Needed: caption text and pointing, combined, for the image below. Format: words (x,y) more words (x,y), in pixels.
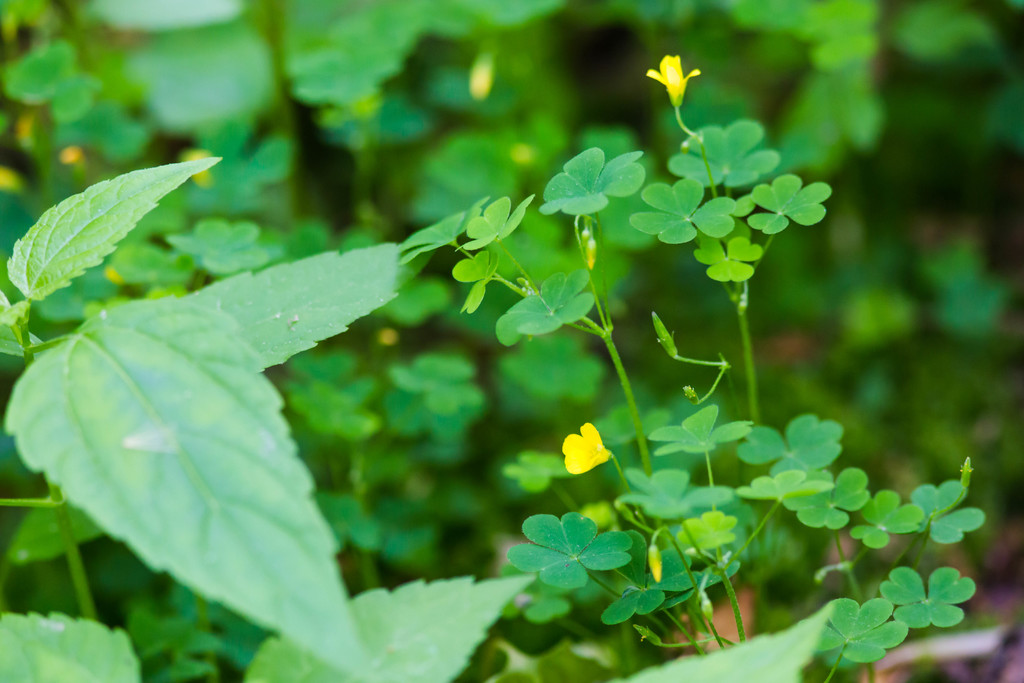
In this picture we can see some leaves (301,534) of plants (202,380), we can see yellow color flowers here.
